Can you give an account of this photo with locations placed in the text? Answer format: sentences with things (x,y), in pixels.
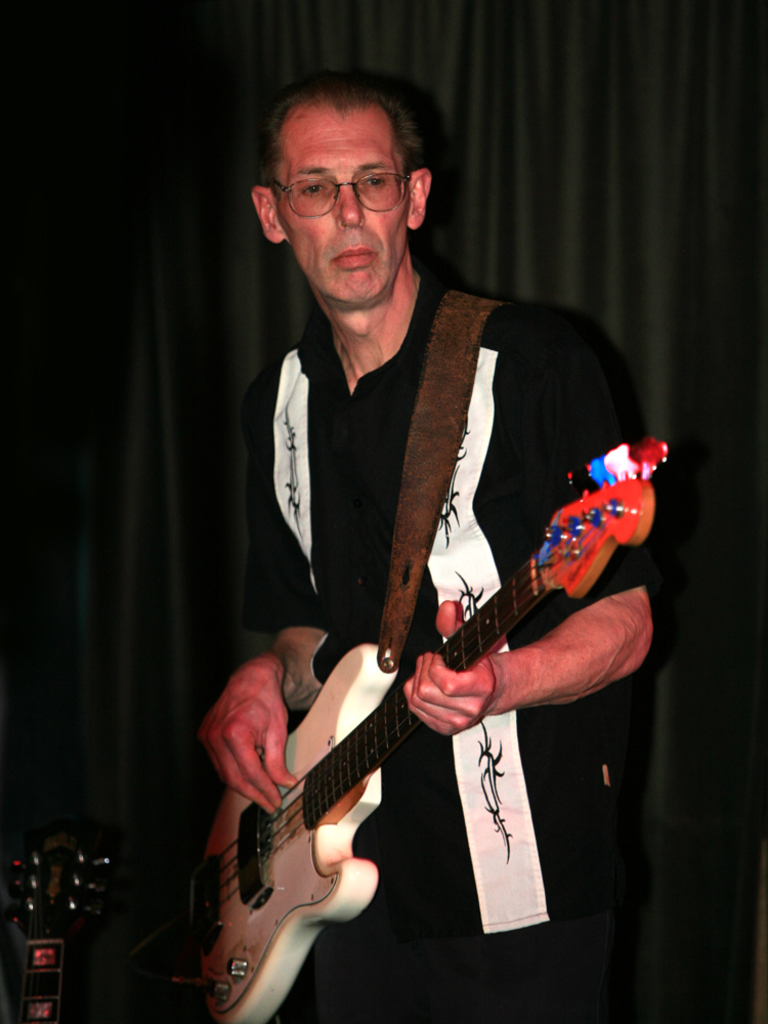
In this image i can see a person (510,429) standing and holding a guitar (580,549) in his hand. In the background (578,233) i can see a black curtain (598,203).
